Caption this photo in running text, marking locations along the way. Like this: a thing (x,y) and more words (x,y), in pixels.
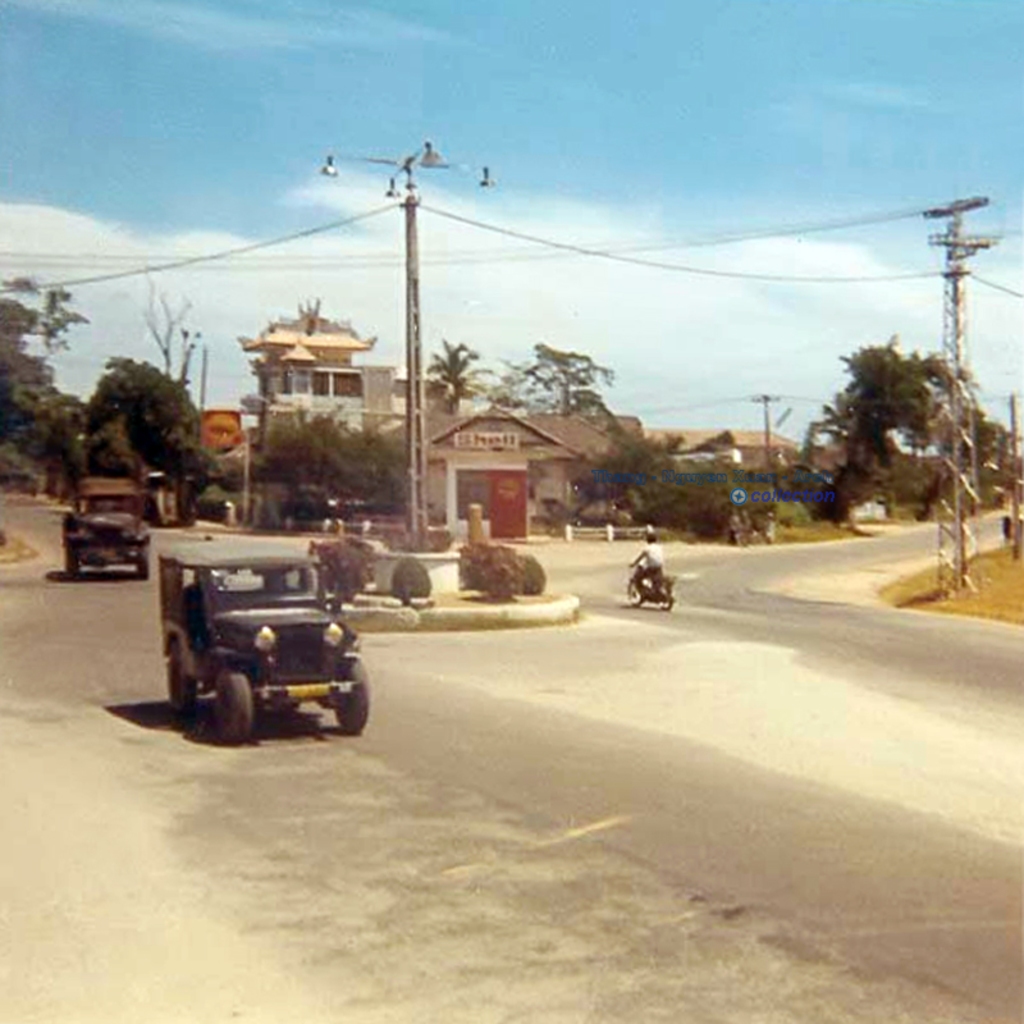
In this image we can see a junction (490,604). There are a few plants (491,547) and a pole (410,199) with lights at the junction (425,562). Around the junction (635,609) we can see few vehicles (362,697) and a person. Behind the vehicles (362,697) we can see a group of buildings (431,517) and trees (645,492). At the top (524,142) we can see the sky (495,209). On the right side (971,199), we can see a tower (960,207) with wires (875,222).
